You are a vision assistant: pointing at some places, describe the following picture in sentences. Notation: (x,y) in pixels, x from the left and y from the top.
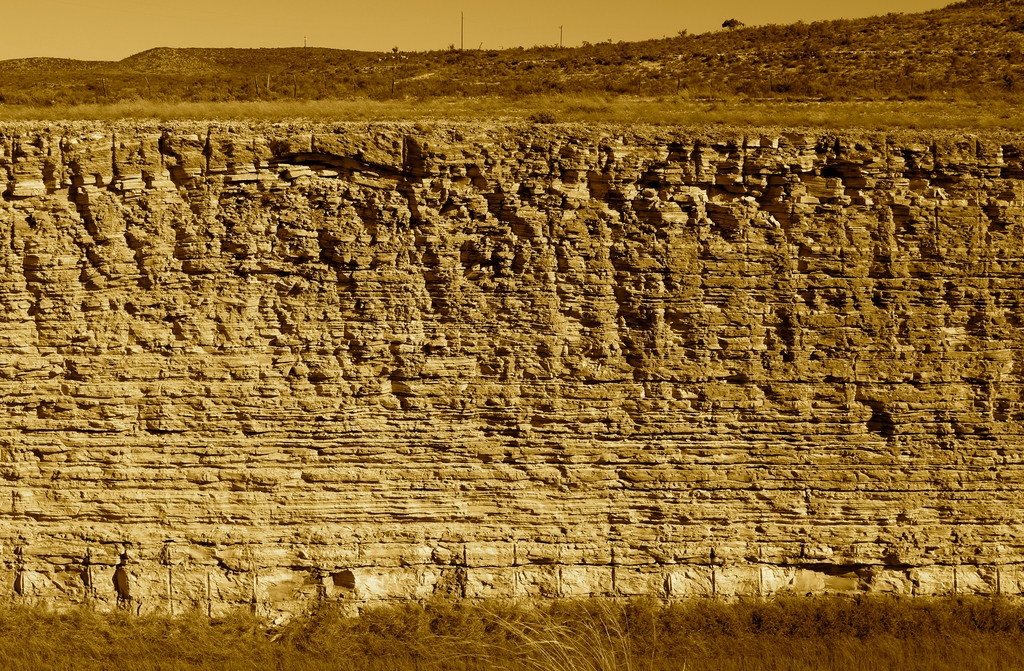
In this image we can see the wall (443,394), grass (531,642), tree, poles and the sky (477,30).
